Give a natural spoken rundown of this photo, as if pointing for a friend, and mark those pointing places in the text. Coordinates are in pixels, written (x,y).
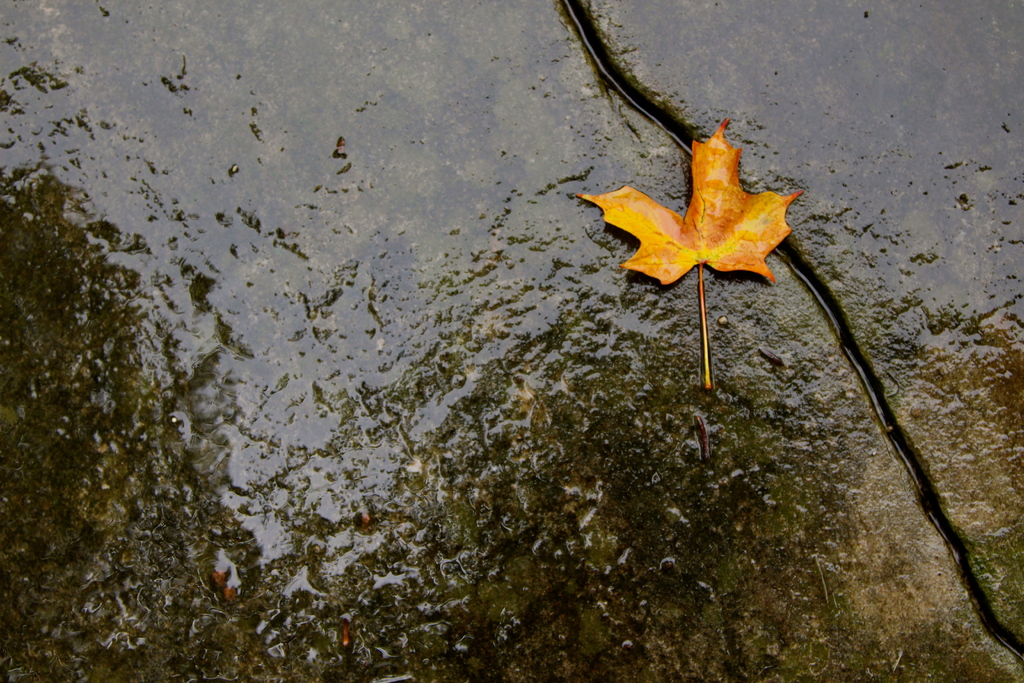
In this image I can see a rocky surface (326,308) and on it I can see some water (263,301) and a leaf (655,240) which is yellow and orange in color.
